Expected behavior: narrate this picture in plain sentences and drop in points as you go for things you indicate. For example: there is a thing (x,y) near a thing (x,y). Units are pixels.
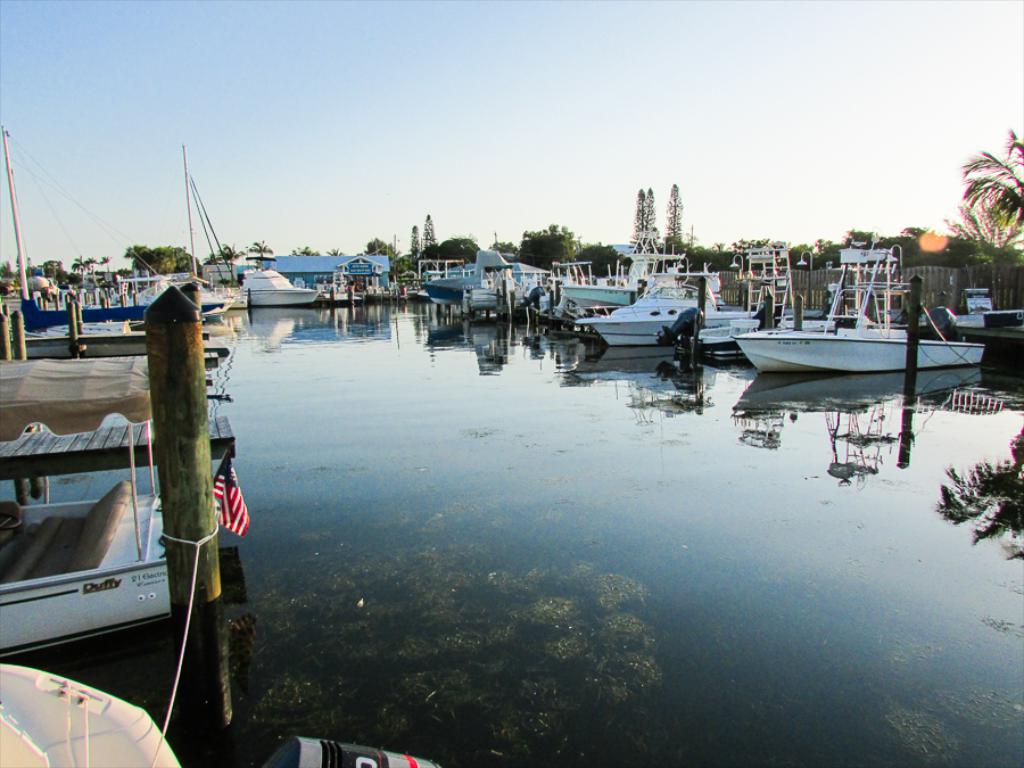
In this image I can see the water (520,488), few boats (730,326) which are white in color, a wooden pole (163,305) and few trees (952,242). In the background (699,240) I can see the sky (189,153).
